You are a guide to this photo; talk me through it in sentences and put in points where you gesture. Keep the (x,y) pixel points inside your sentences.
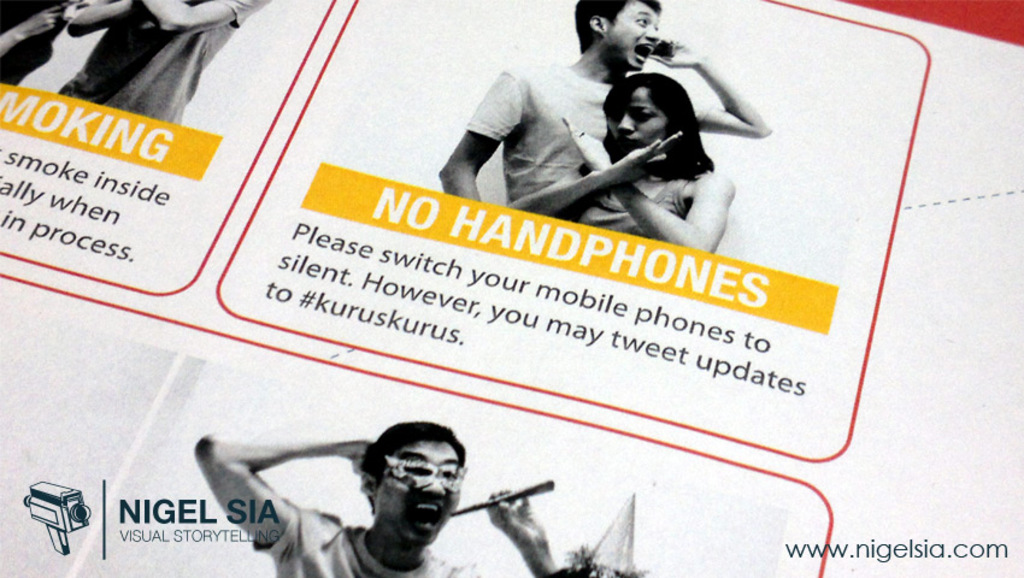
This is an edited image in this image in the center (620,333) there is some text (439,299) and on the top (621,180), and at the bottom (432,494) there are some people (677,144) who are doing some actions.
